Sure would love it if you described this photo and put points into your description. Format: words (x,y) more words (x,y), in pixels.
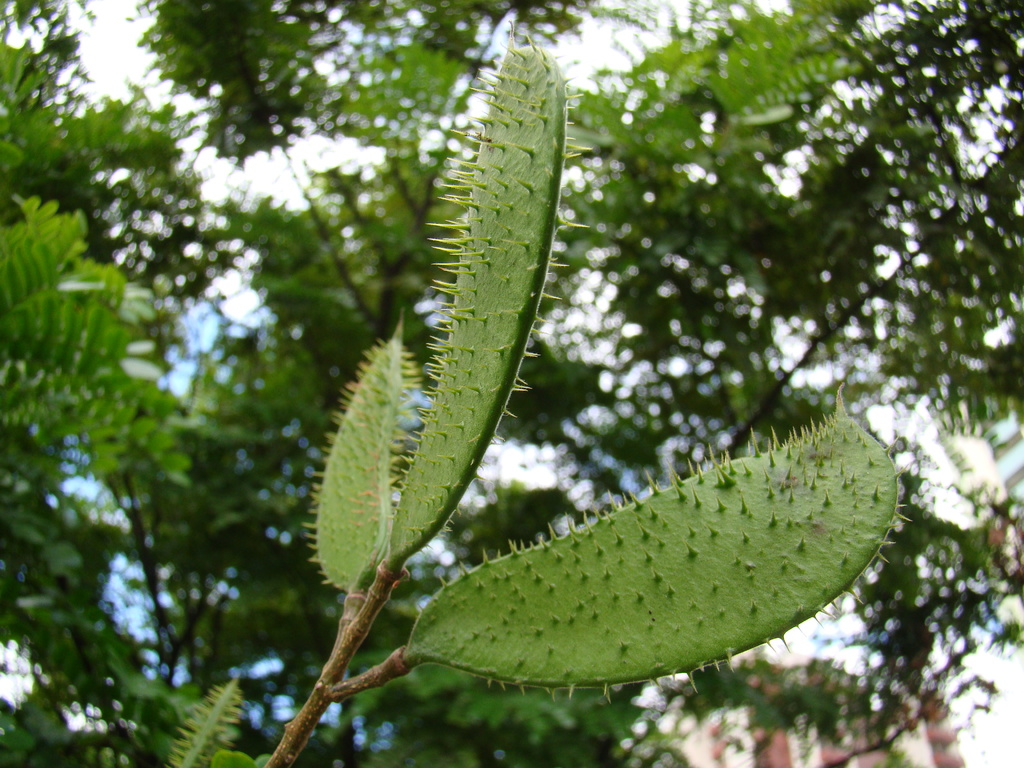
In the center of the image (381,370) there is a plant (381,370) with thorns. At the background of the image (510,400) there is a tree (18,591).
